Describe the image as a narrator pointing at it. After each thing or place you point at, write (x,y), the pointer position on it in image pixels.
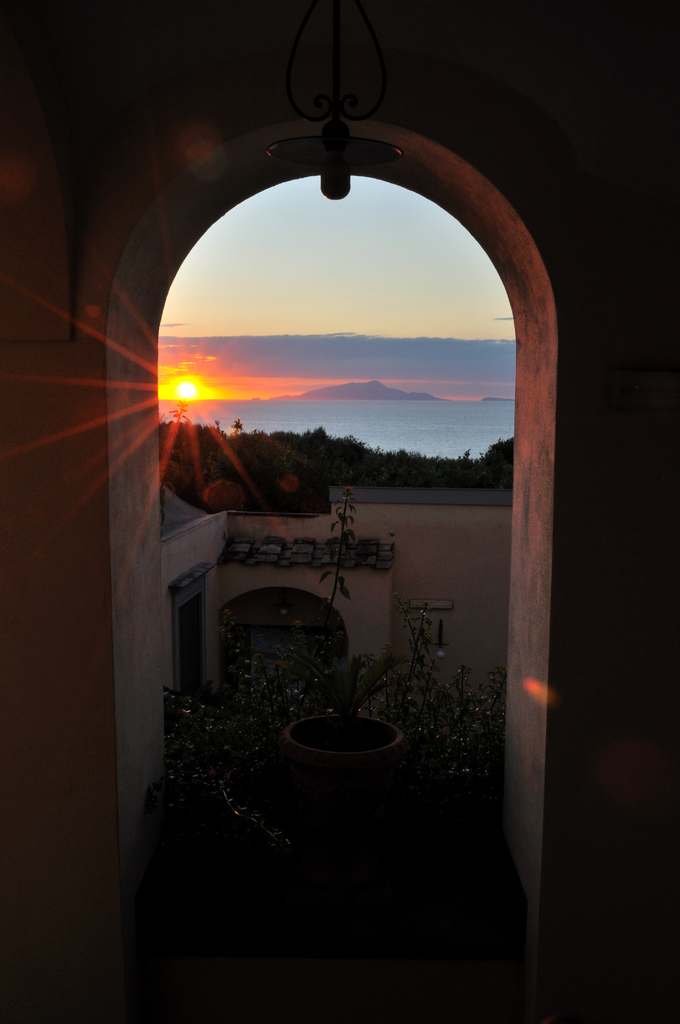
In this image in the front (167,941) there is an arch (294,162) and in the center (422,669) there are plants (442,718), there is a wall (275,582) and in the background (254,450) there are trees (328,451), there is water (382,432), there are mountains (371,393) and there is a sun (183,392) visible in the sky (192,377).
